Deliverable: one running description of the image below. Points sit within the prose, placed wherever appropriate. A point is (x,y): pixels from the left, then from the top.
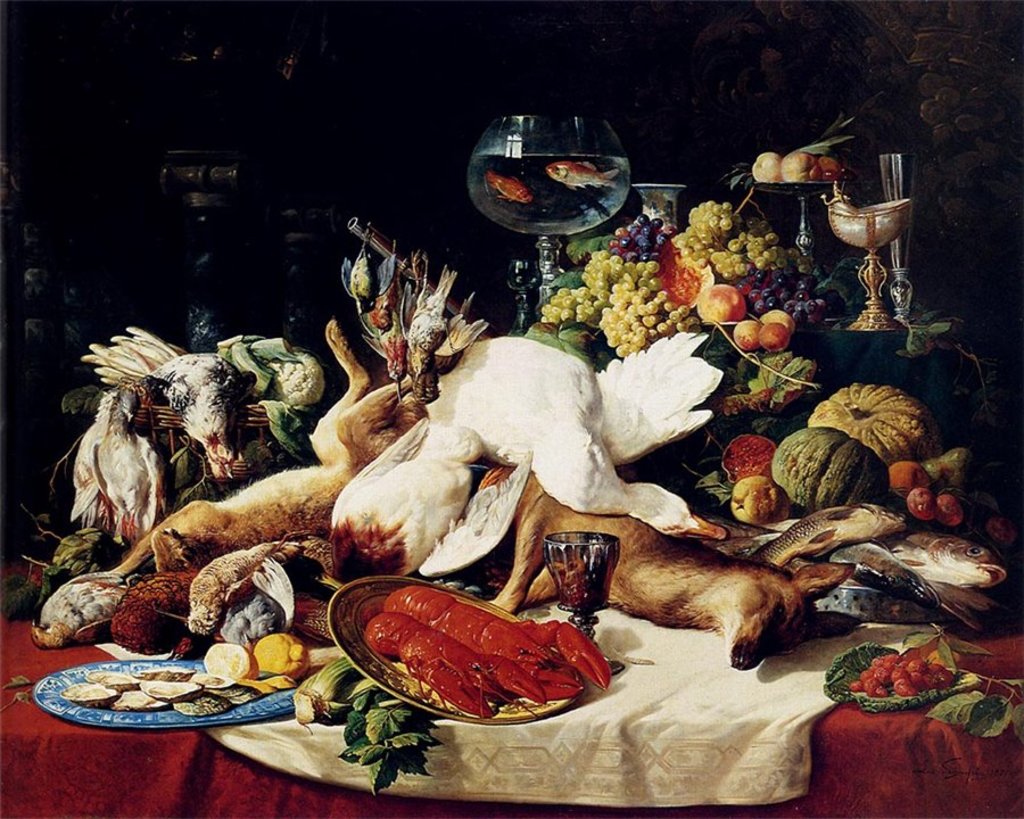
In this image I can see depiction picture where I can see number of dead animals (375,543), few plates (66,684), few glasses (587,159), fruits (893,686), vegetables (861,660) and few clothes (736,721).
